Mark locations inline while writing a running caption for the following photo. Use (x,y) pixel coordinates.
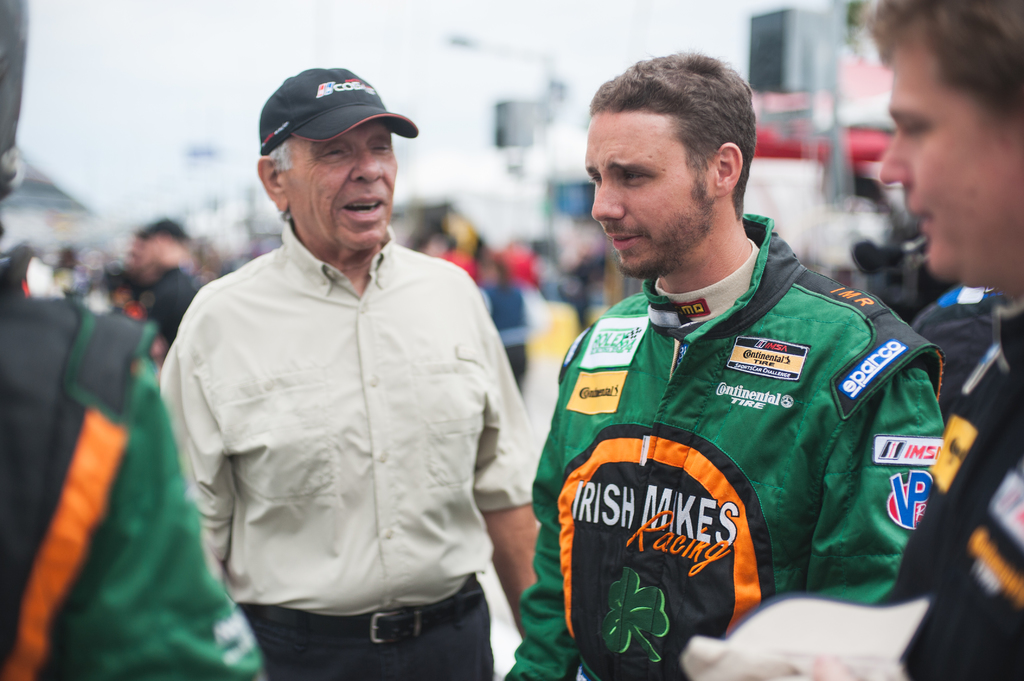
In this picture I can see few people (586,674) standing and I can see buildings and a man (340,156) wore cap (289,99) on his head (274,187).
